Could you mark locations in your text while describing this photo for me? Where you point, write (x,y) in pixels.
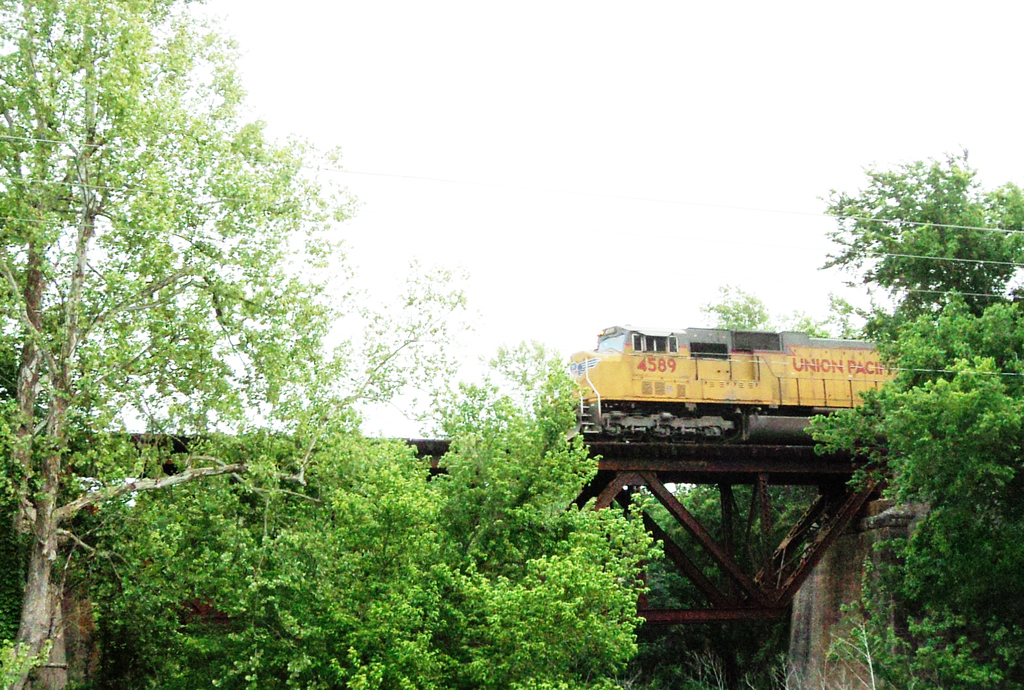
In the foreground of the picture (288,466) there are trees (933,554) and cables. In the center of the picture (607,442) there is a railway track (693,448), on the railway track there is a train (680,359). Sky (713,115) is cloudy.
